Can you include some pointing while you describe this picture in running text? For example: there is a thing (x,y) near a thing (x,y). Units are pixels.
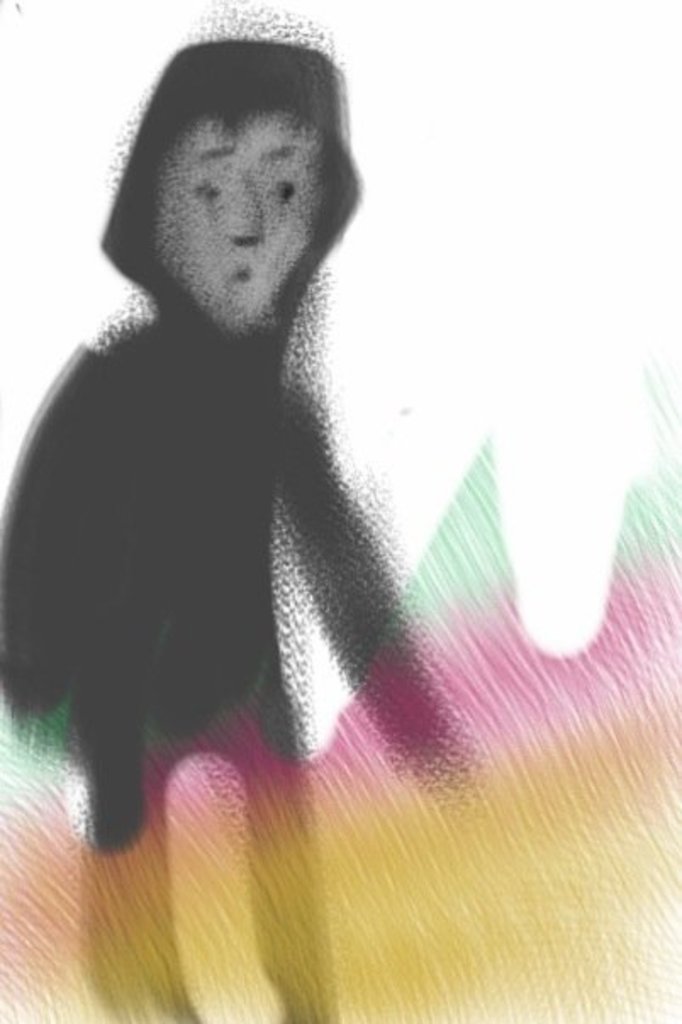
In this image. There is a drawing (247,437) of a person (289,289). The background (595,10) is white.
